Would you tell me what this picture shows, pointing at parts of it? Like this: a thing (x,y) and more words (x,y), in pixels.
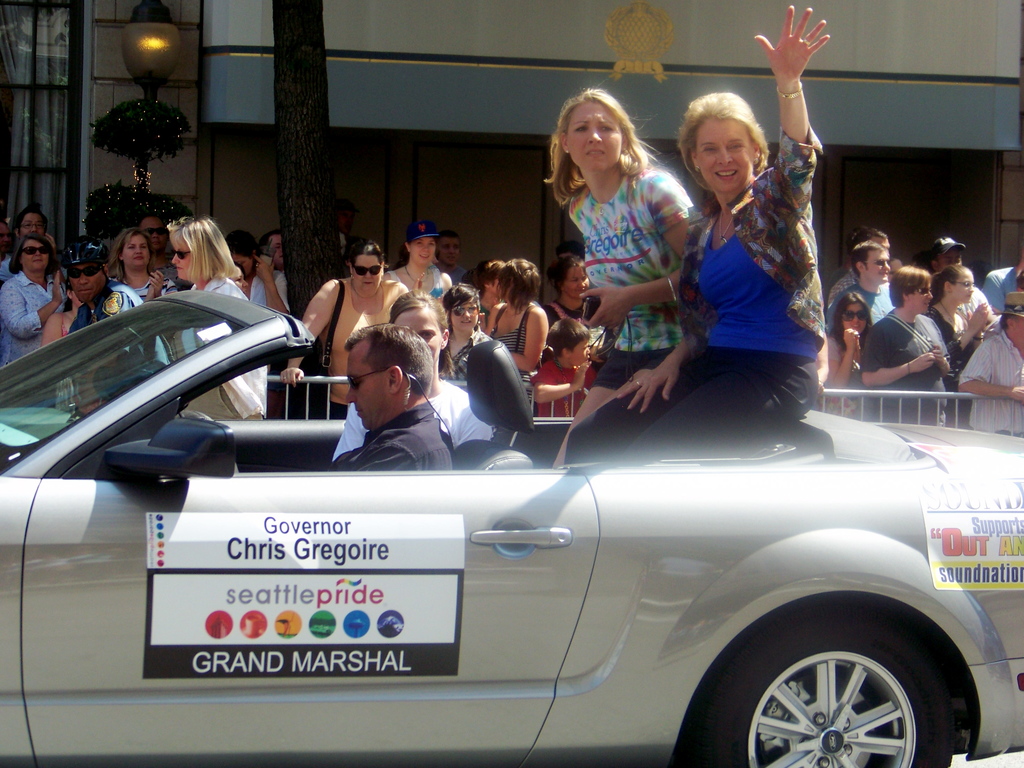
Here in this picture we can see a car (584,543). A man (351,464) is driving car (316,464) and two ladies (688,310) are sitting at the back side of the car (296,464). And in the background (512,323) we can see many people (488,283) are standing and watching. And we can see a tree trunk (297,133). And also a lamp (150,57). A window (34,108) with white curtain (59,92). A brick wall (104,105) and a pillar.
